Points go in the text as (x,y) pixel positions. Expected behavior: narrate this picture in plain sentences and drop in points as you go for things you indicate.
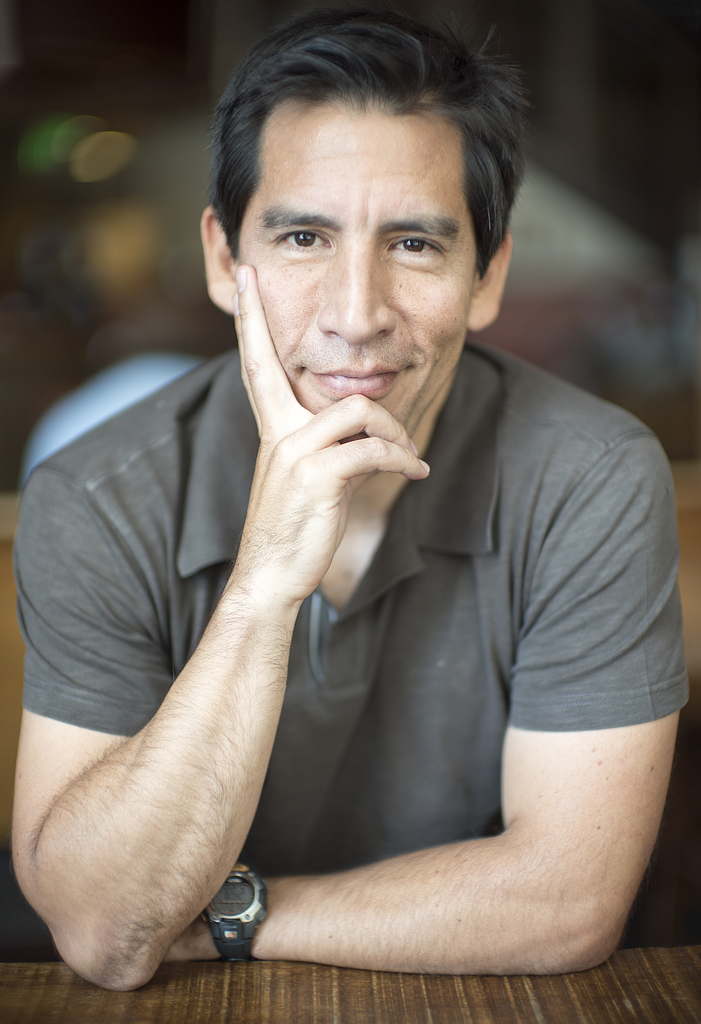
In this picture I can see a man (329,626) smiling, there is a table (273,1004), and there is blur background (627,24).
